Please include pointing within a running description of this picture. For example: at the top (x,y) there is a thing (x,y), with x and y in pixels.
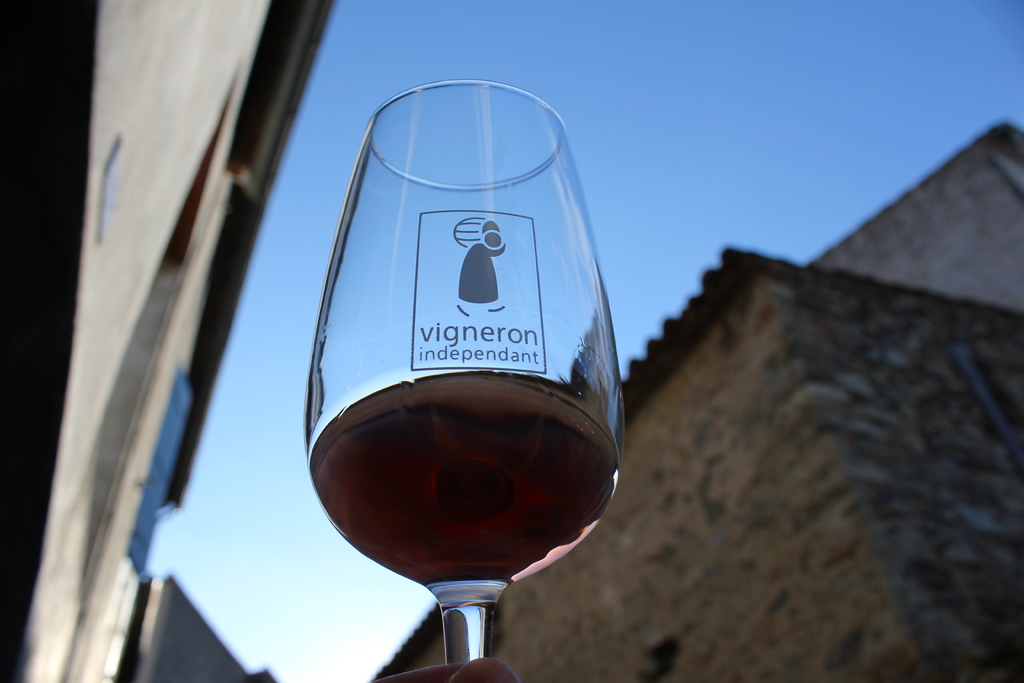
In this image I can see a wine glass (497,462) with some liquid (425,416) in it and a person's hand (404,672) holding it. In the background (175,243) I can see few buildings (201,315) and the sky (747,155).
